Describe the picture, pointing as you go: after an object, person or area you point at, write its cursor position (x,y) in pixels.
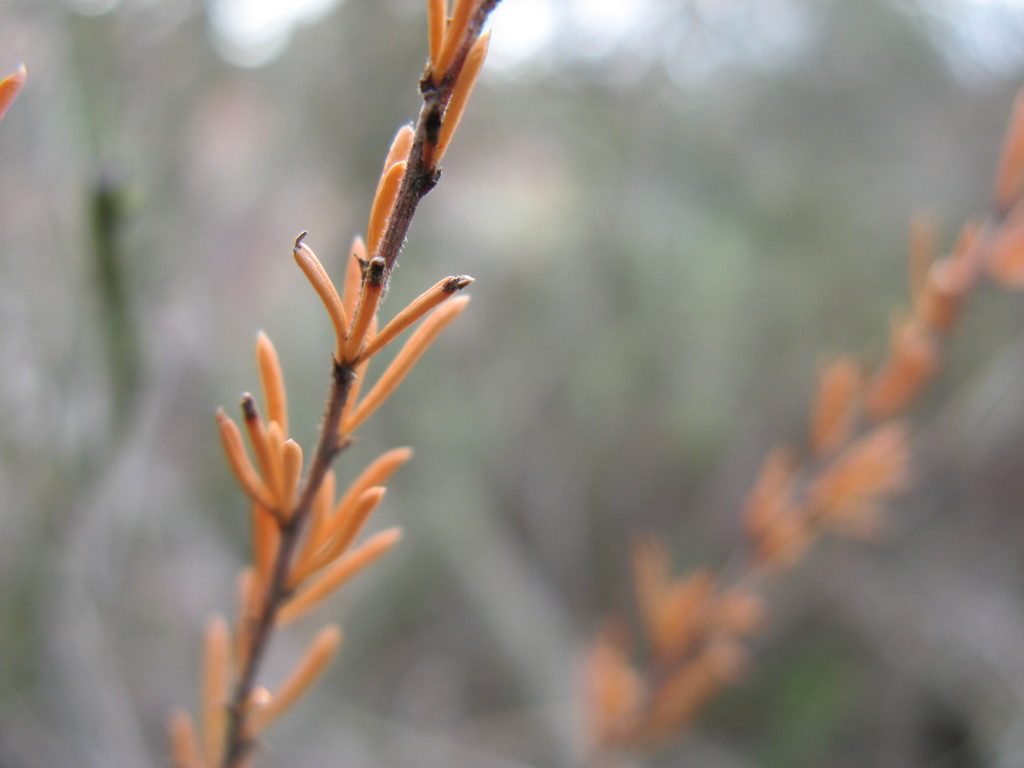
In this image I can see few leaves (350,319) which are orange and black in color to the plants (377,285). I can see the blurry background (864,214).
